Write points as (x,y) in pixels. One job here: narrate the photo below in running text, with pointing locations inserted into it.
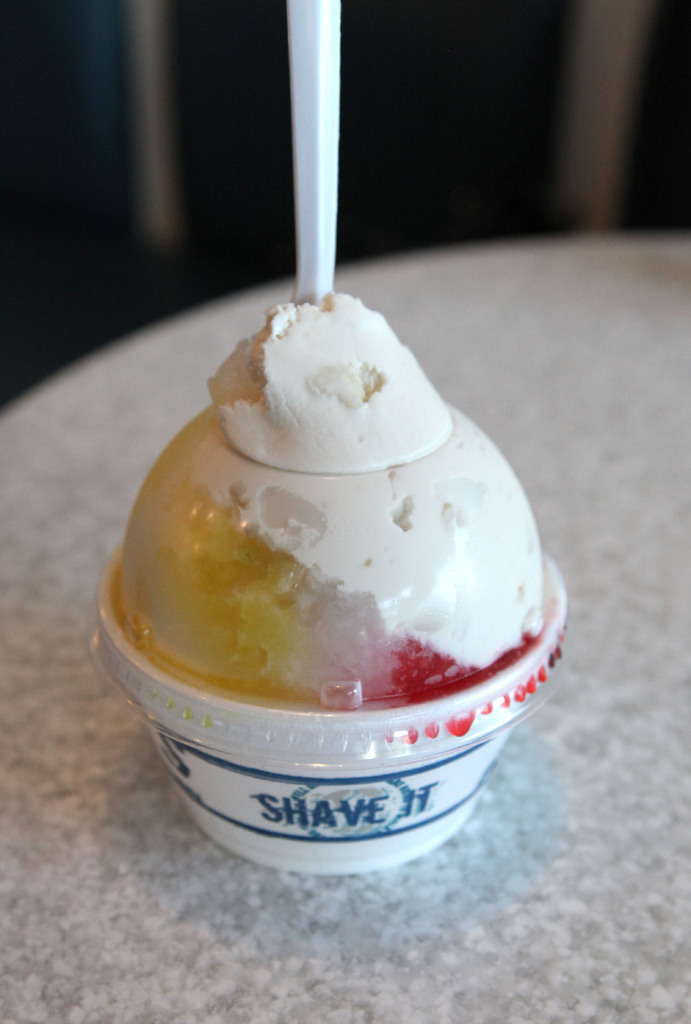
In this image I can see the ice cream (242,421) in the cup (298,730) and the ice cream (438,573) is in white, yellow and red color and the cup (354,837) is on the white color surface (285,907).
